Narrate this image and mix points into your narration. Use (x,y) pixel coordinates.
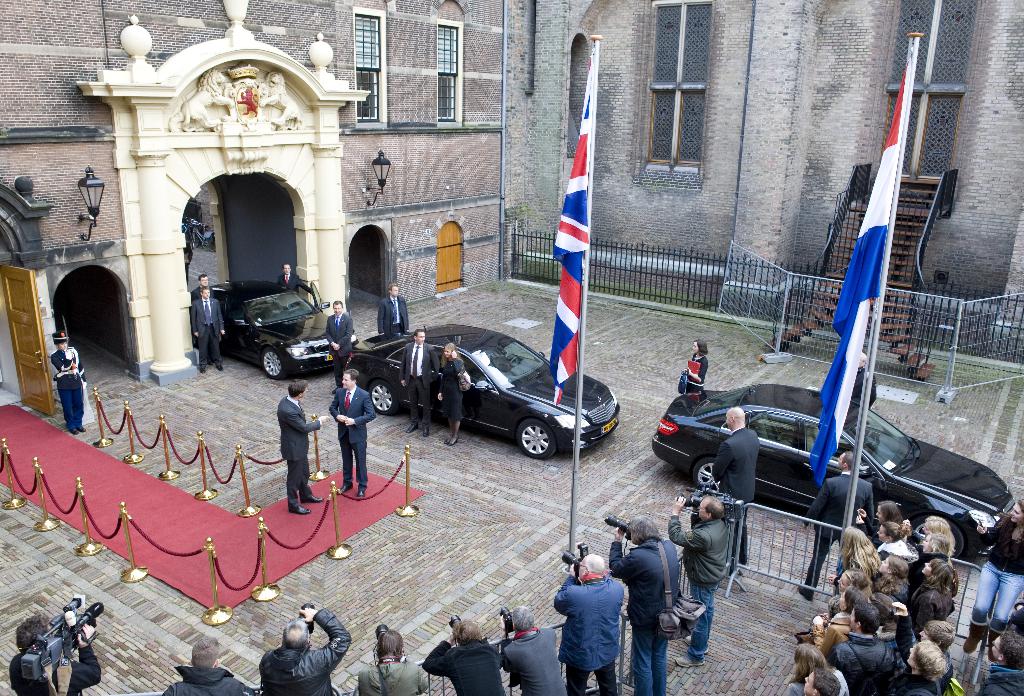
In the image there are cars (506,431) coming out of an arch (127,124) of building (353,158), on the left side (108,513) there is a red carpet (189,535), in the front (204,651) there are many people (505,642) taking pictures in camera (615,518) and there are two flags (576,354) on the right side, in the background (809,99) there is a building (738,167) with a fence (747,288) in front of it.
